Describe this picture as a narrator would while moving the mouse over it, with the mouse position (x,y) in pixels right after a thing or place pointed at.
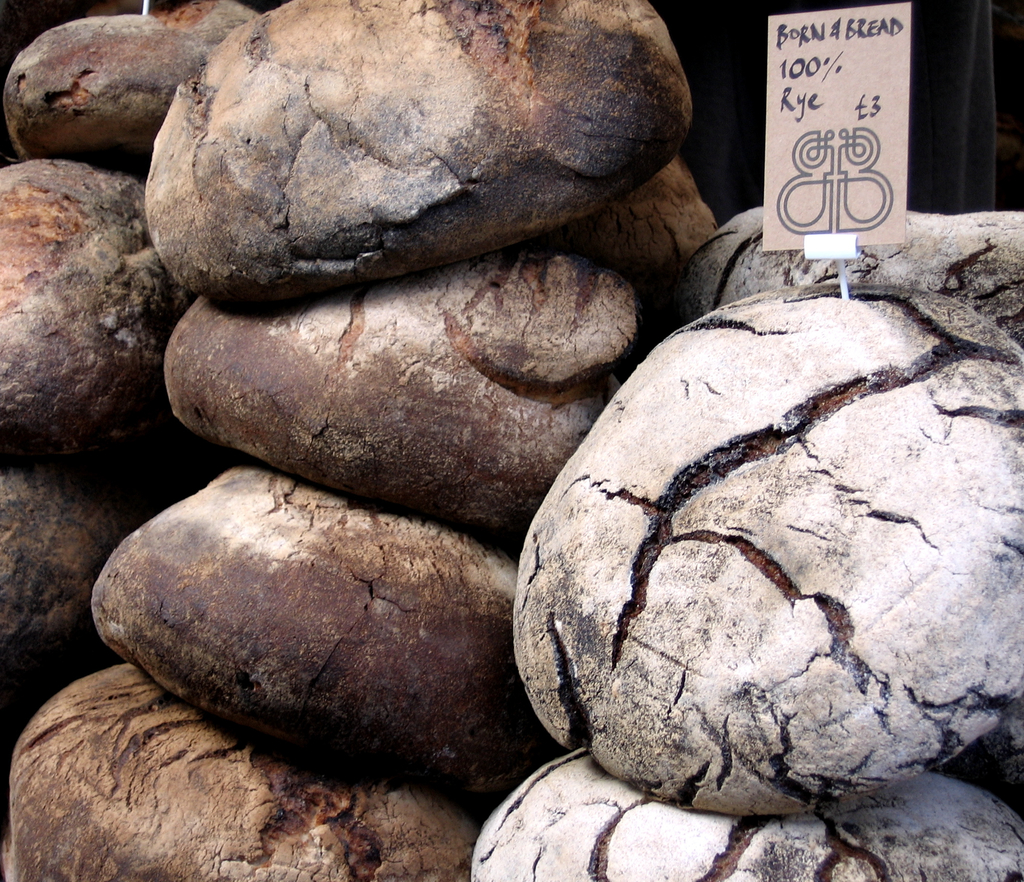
In this image we can see food (754,430) and card (869,149).
